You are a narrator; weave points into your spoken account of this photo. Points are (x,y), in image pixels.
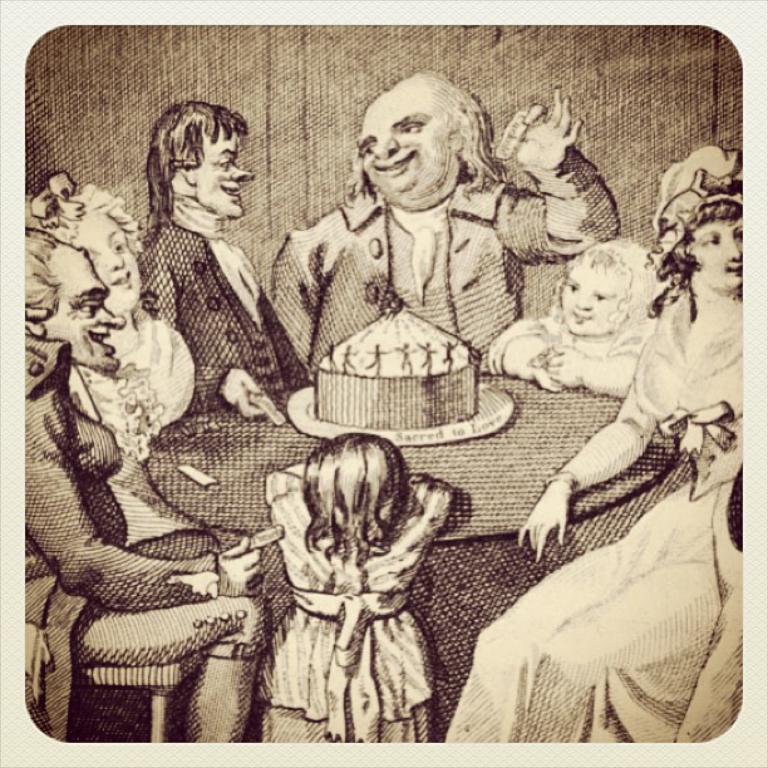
In this image we can see sketch of few people (398,542) sitting around a table (416,467). On the table (483,444) there is a cake (398,384).
